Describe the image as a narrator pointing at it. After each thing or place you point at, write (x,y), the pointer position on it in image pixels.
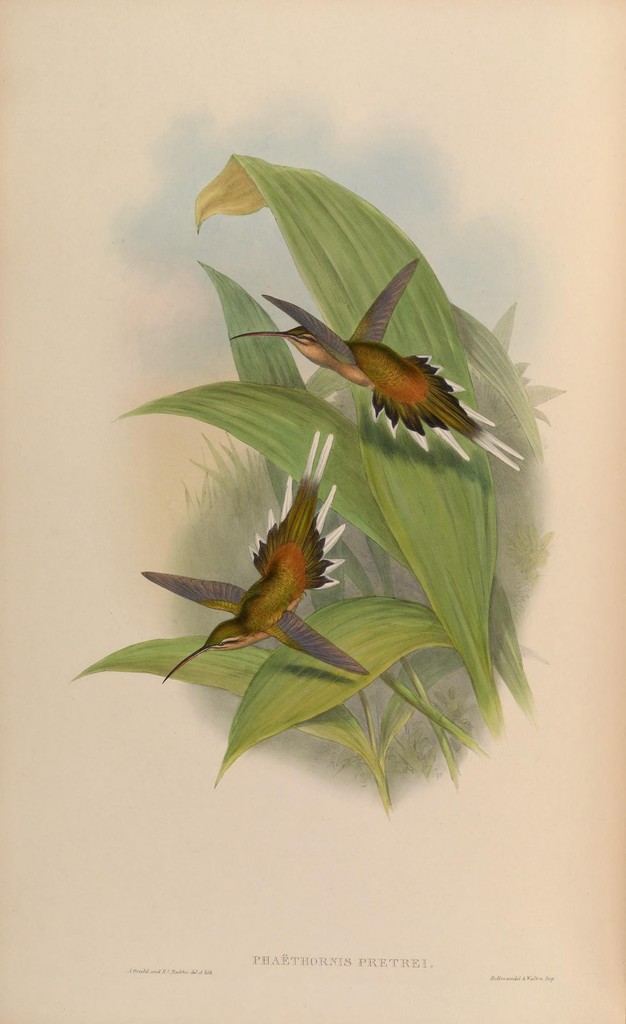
This image consists of a painting (286,745) of two birds (303,490) and plants (452,589). At the bottom of this image (363,963) I can see some text (285,966).
